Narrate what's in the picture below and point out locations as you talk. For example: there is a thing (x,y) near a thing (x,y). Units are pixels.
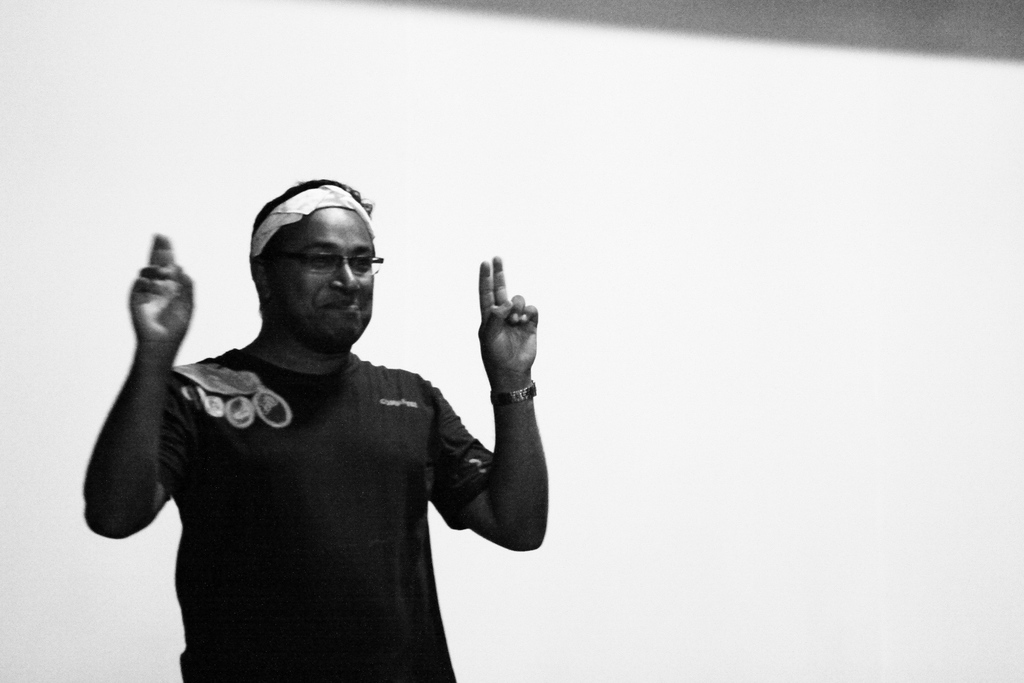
In this image we can see a person (447,452). Behind the person (340,266) we can see the white background (212,208).
